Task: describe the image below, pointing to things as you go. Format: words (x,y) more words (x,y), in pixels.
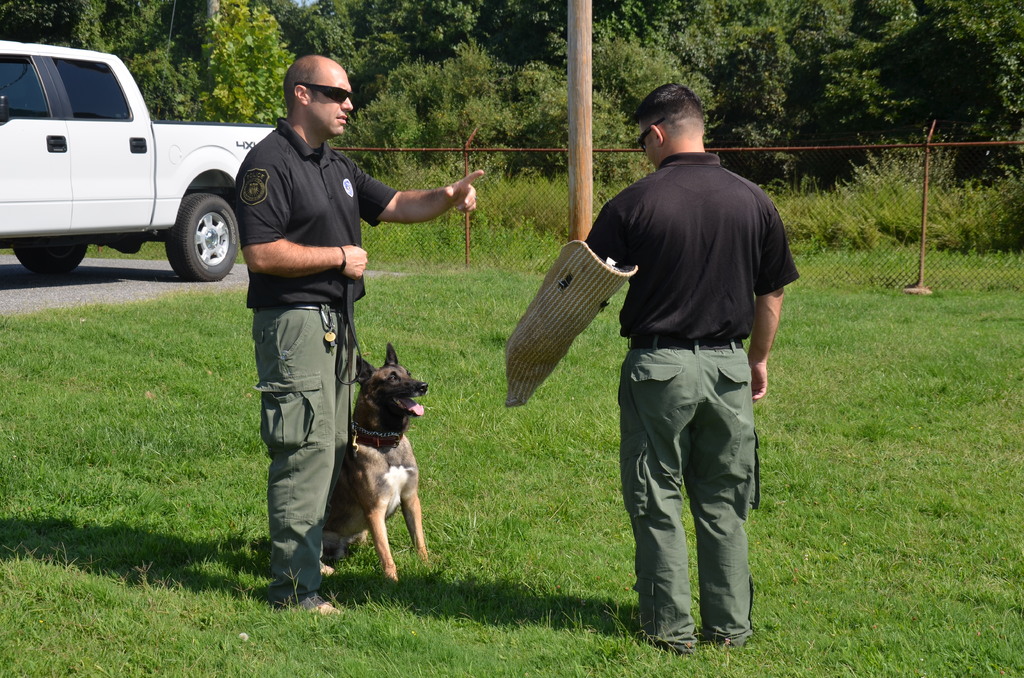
In this image there is a person (290,221) holding the belt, which is tied to a dog (388,409). He is standing on the grassland (404,578). He is wearing goggles (338,94). Right side (696,204) there is a person (668,263) standing on the grassland (964,402). Middle of the image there is a pole (575,203). Behind there is a fence (521,178). Left side (204,153) there is a vehicle (18,149) on the road (100,278). Background (843,221) there are plants (886,185) and trees (1008,171).
